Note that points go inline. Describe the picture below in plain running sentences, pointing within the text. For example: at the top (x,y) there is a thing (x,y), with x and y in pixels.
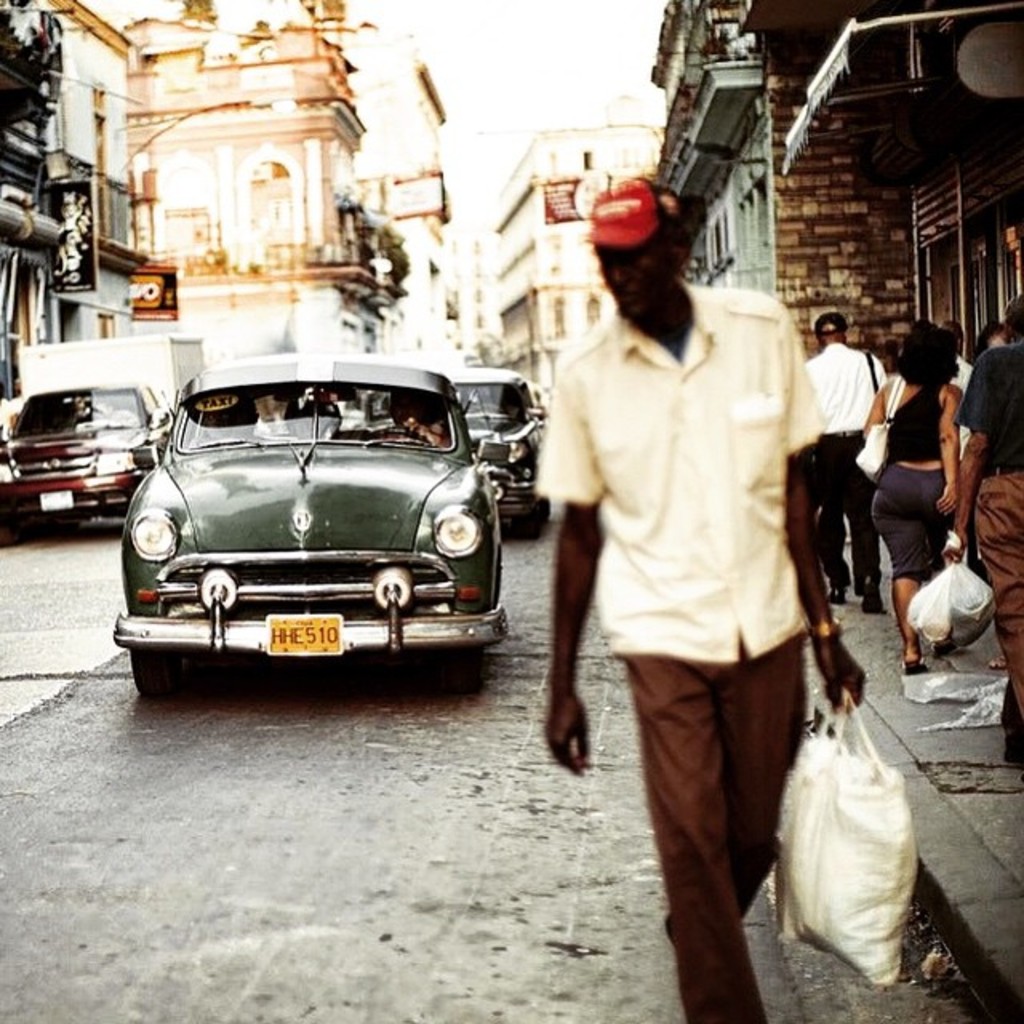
Here we can see people (726,426) walking on the side walk (919,725) and there are vehicles (51,378) present on the road (401,693) and there are buildings (248,229) present.
